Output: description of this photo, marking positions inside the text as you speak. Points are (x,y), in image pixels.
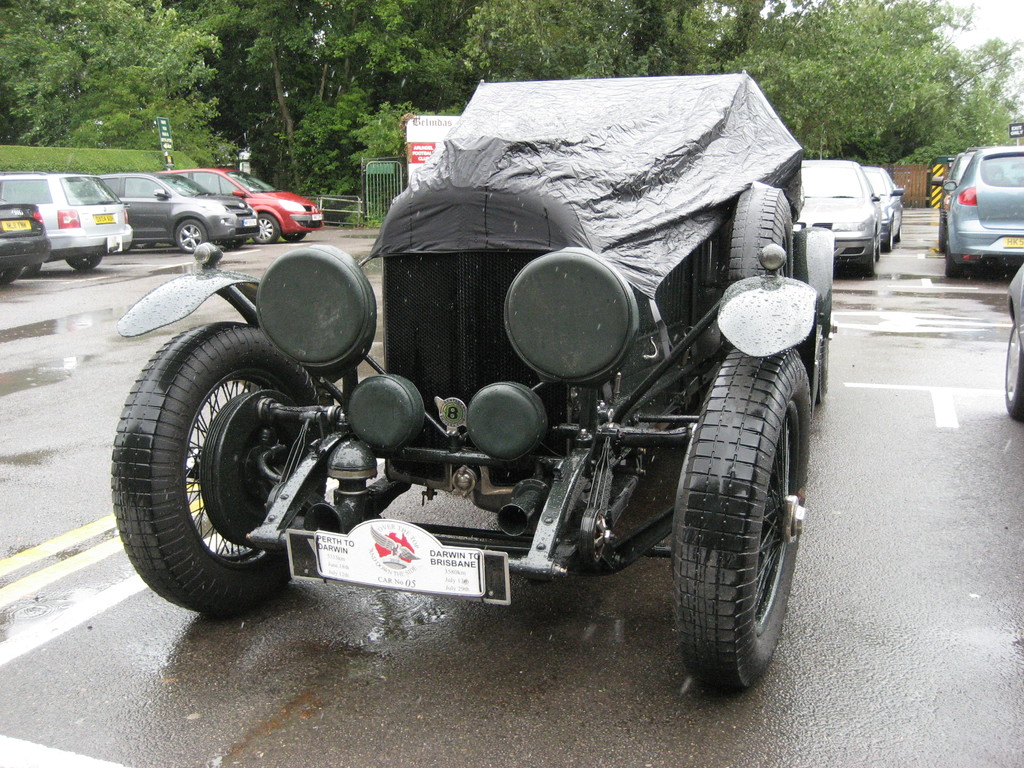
In front of the image there is a vintage car (422,335) with a cover (513,220). Behind the car (284,262) on the road (142,274) there are many cars (173,230). And also there are poles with sign boards (432,117) and there is fencing (384,170). In the background (386,24) there are many trees (930,52).
